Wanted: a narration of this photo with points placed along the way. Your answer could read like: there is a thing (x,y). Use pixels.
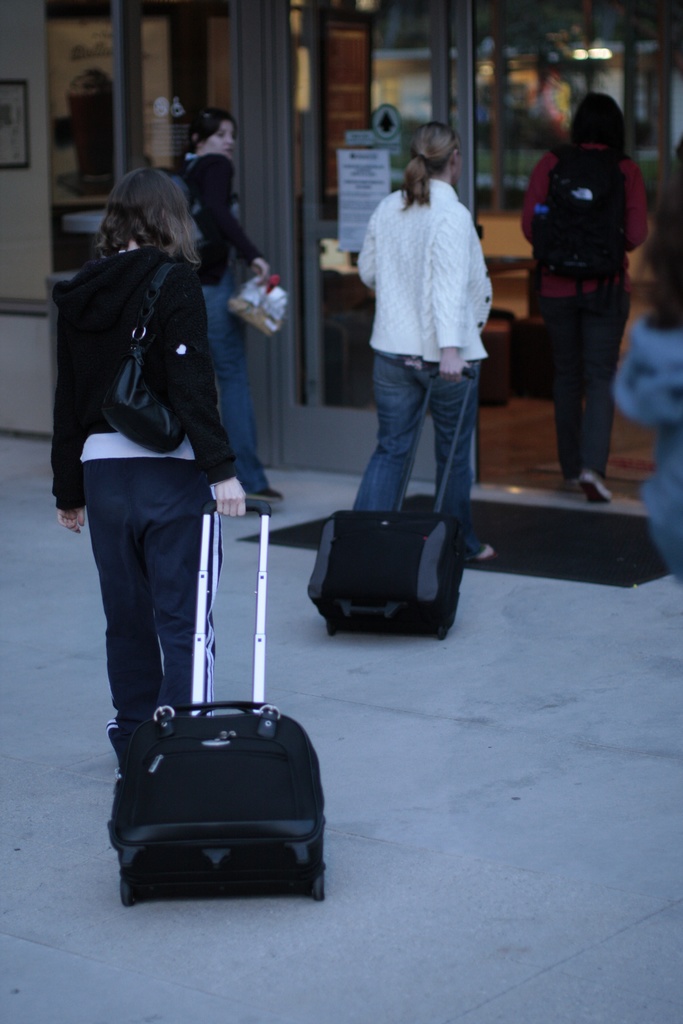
In this picture i could see some persons (370,482) holding their luggage (225,782) and rolling walking inside a room (482,133) which is having a glass door (401,76). There is a carpet (573,535) in front of the room (505,149) they are holding bags (142,390) and backpack (580,220) with them.
